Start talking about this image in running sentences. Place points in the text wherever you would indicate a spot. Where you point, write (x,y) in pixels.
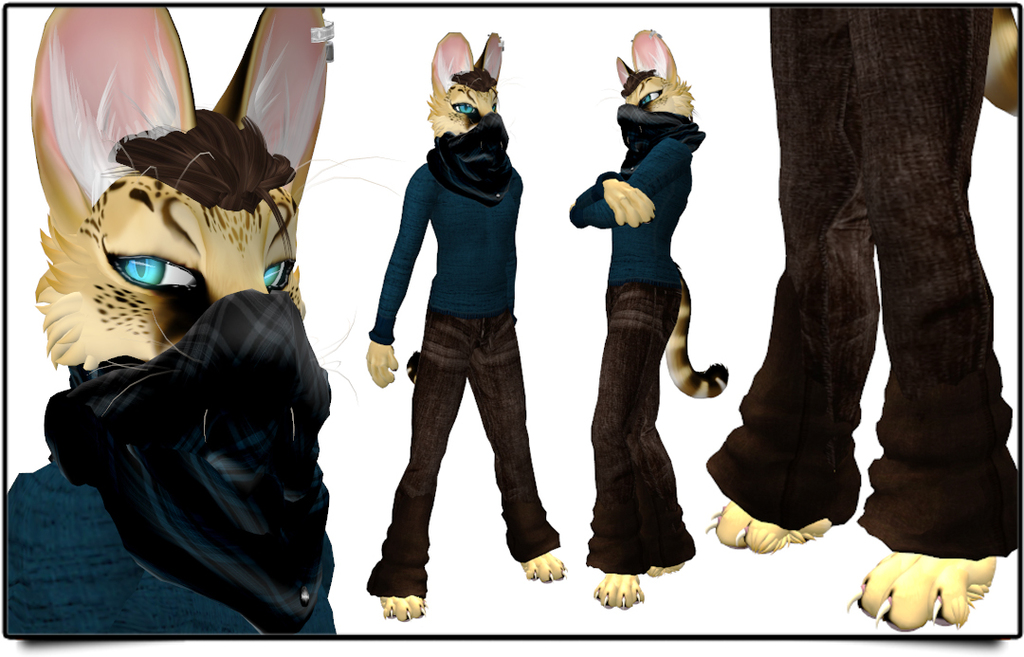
This is an animation in this image there are some animals (476,354) who are wearing clothes (261,440), and there is a white background (358,467).
